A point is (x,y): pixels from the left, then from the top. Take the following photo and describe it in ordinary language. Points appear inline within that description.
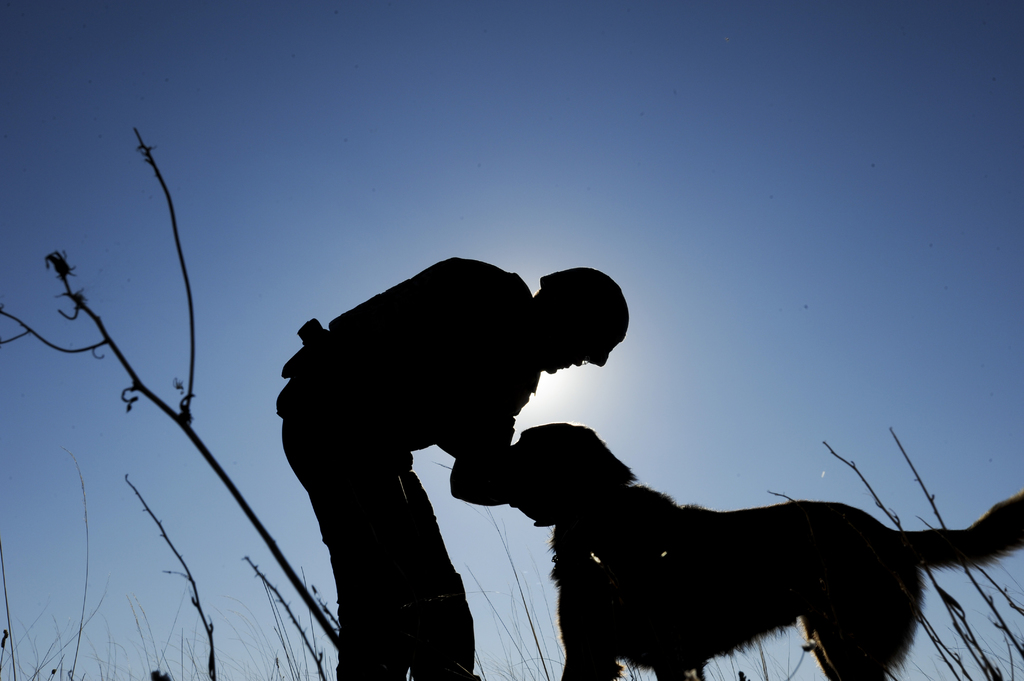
this picture shows a man (609,280) and a dog (534,477) we can see few plants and blue sky (599,224).
